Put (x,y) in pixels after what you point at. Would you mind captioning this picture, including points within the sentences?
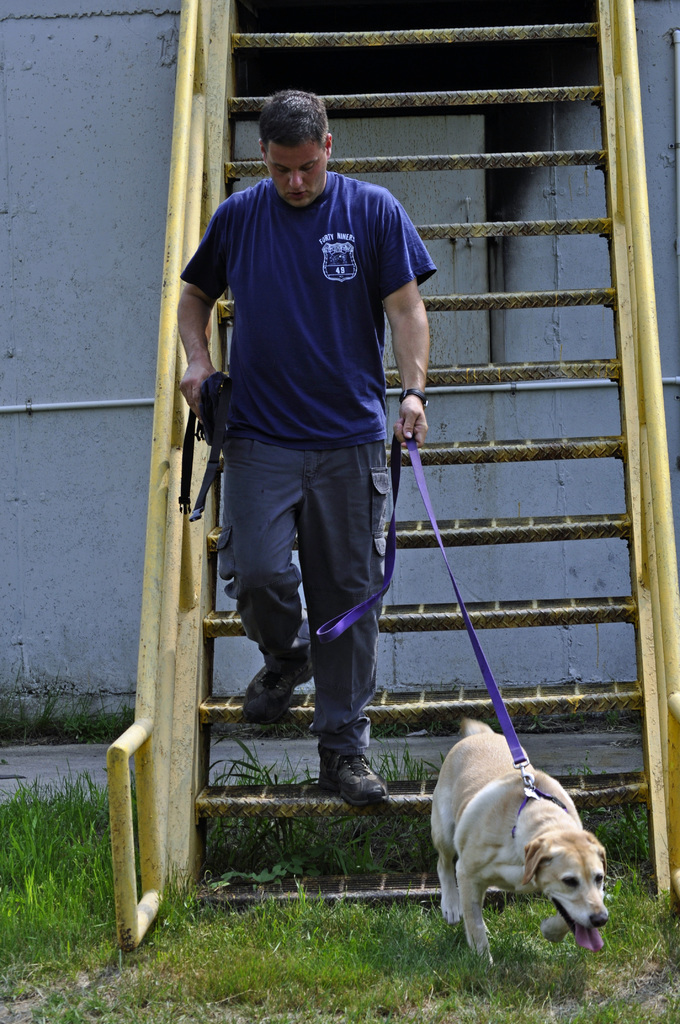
In this image i can see a man (318,437) and a dog (485,794) on a stairs (497,621).
